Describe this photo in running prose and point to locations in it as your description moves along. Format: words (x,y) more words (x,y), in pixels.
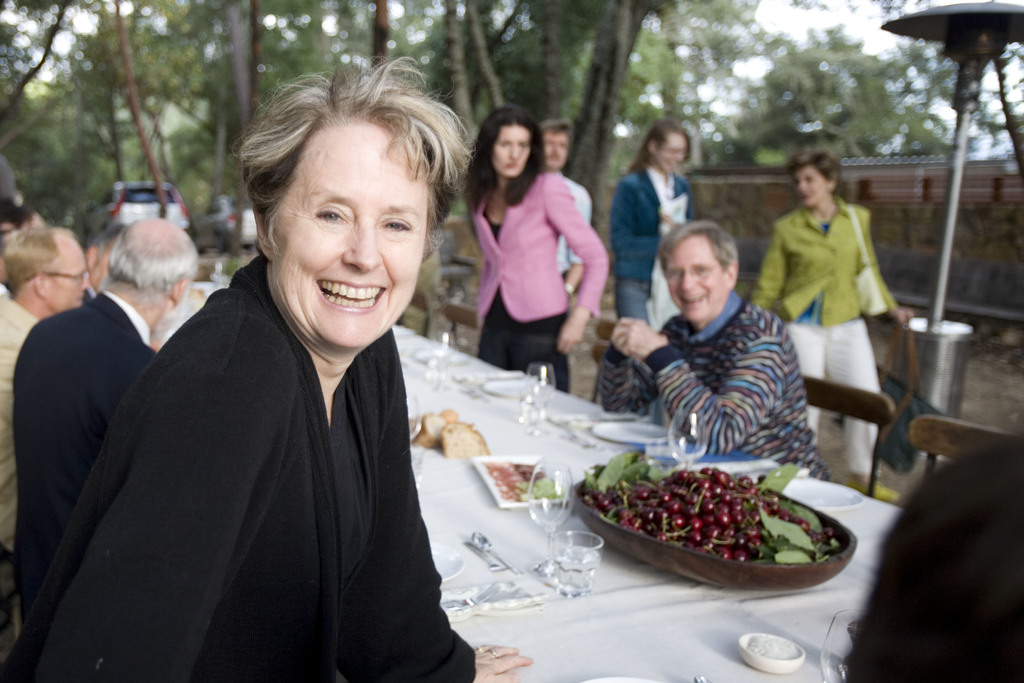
In this image I can see people (426,153) where few of them are standing and rest all are sitting on chairs (856,397). I can also see smile (351,303) on few faces (700,290). Here on this table (566,620) I can see food (456,436), fruits (677,496), number of glasses (542,523) and plates (596,420). In the background (160,27) I can see trees (223,33) and few vehicles (140,193).
